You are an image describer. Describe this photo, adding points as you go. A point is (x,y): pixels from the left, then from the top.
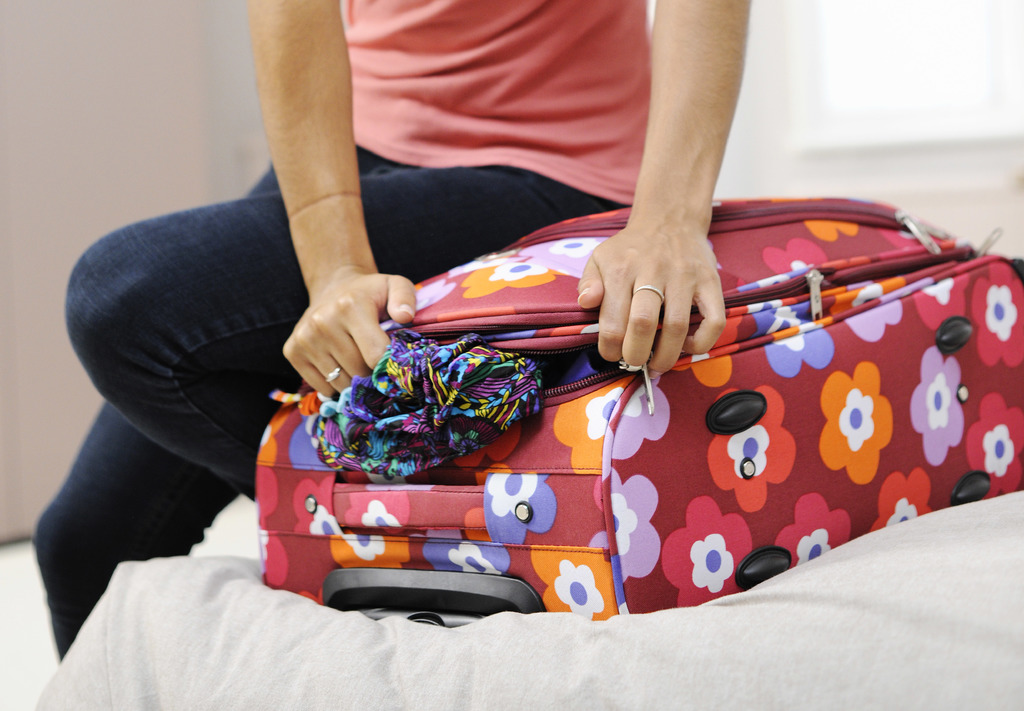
In the image we can see there is a person (394,204) who is leaning and he is closing the suitcase (750,473) in which there are clothes (516,377).
